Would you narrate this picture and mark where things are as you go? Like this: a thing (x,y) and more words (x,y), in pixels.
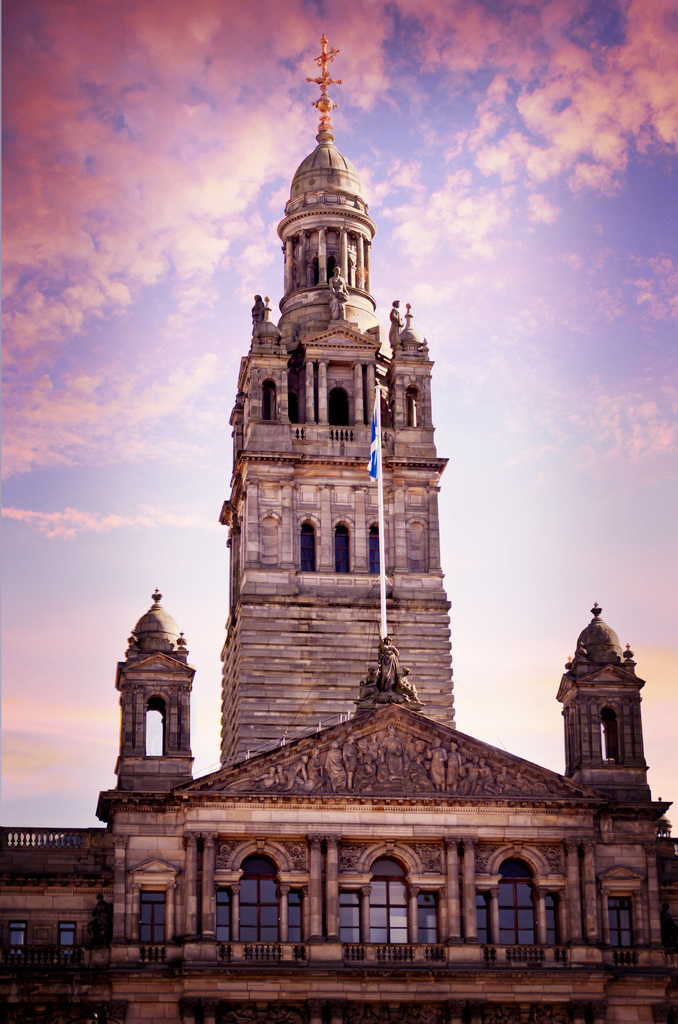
In the picture i can see a building (349,664) to which there is a flag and top of the picture (377,110) there is cloudy sky (62,178).
